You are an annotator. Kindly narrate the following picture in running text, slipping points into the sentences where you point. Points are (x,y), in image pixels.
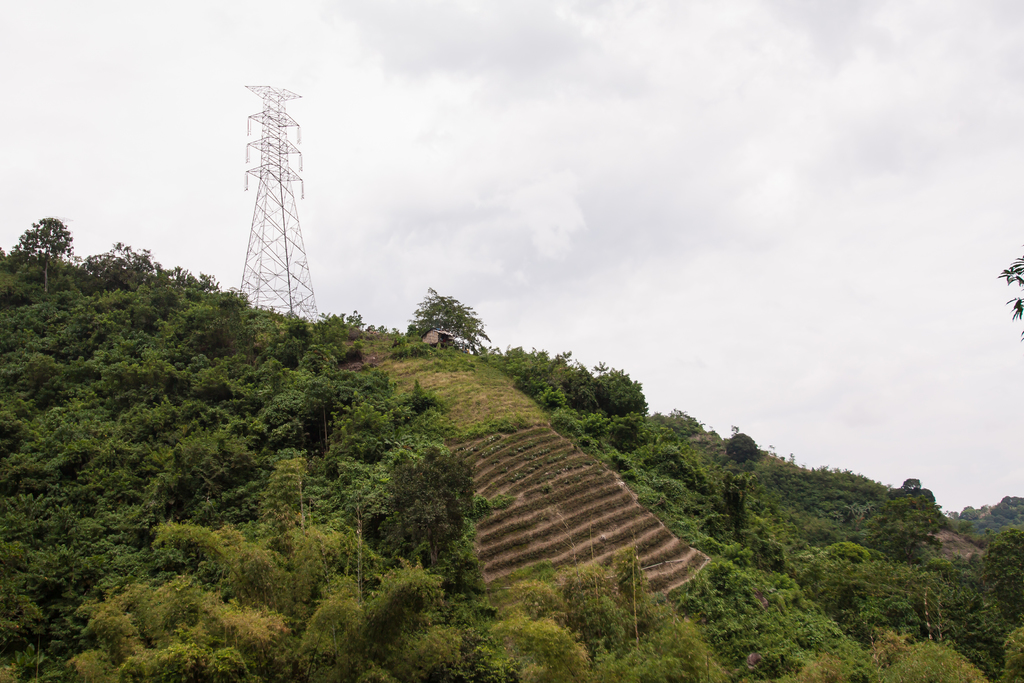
In this image there are mountains (509,510) and there is a tower (284,243) and the sky (638,231) is cloudy.
